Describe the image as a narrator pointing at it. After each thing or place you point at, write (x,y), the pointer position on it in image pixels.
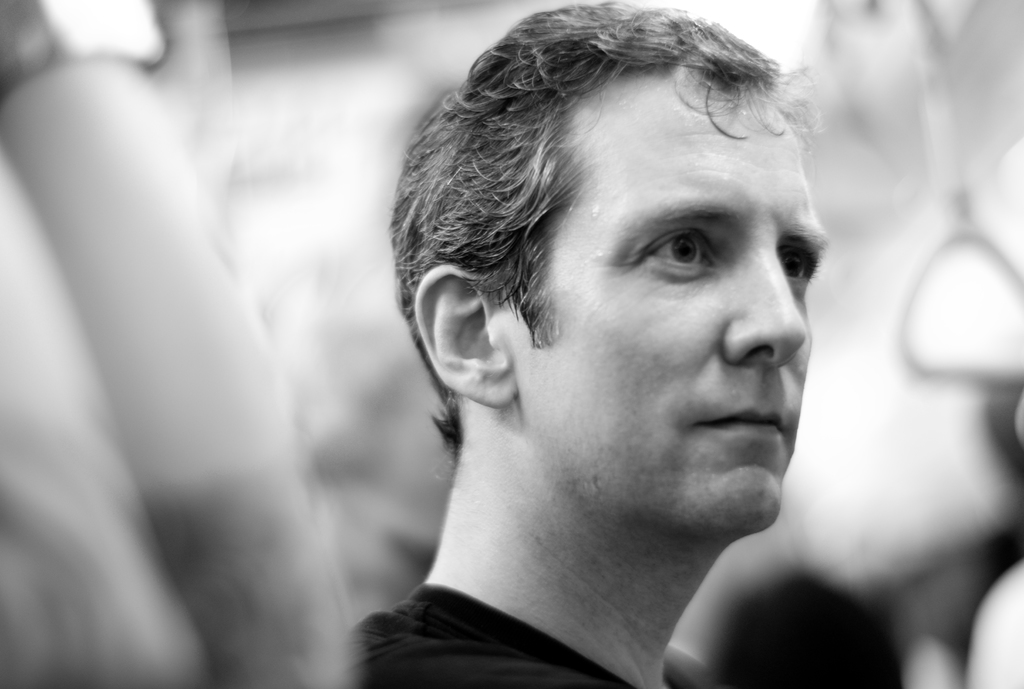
In this image I can see a man (585,466) and I can see this image is black and white in colour. I can also see this image is blurry in the background (195,136).
